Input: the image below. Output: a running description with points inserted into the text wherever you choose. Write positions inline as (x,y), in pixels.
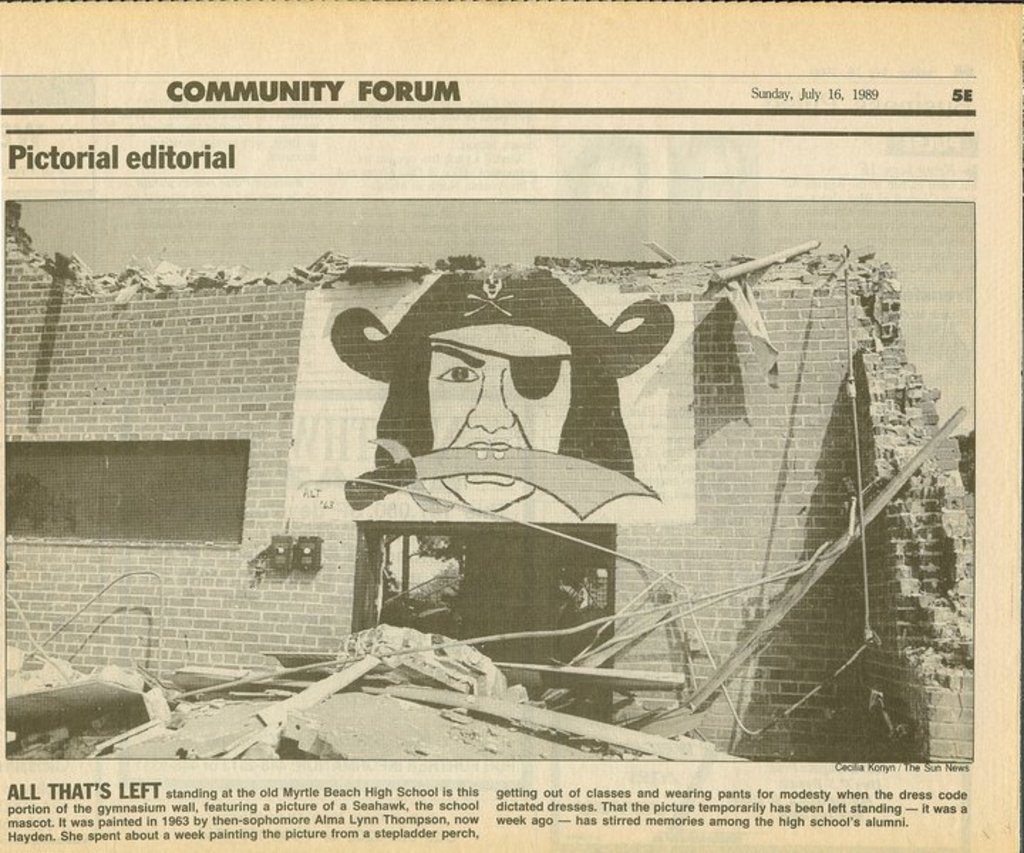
In this image, we can see a newspaper (968,354) contains a wall (786,413) and some text (417,97).
